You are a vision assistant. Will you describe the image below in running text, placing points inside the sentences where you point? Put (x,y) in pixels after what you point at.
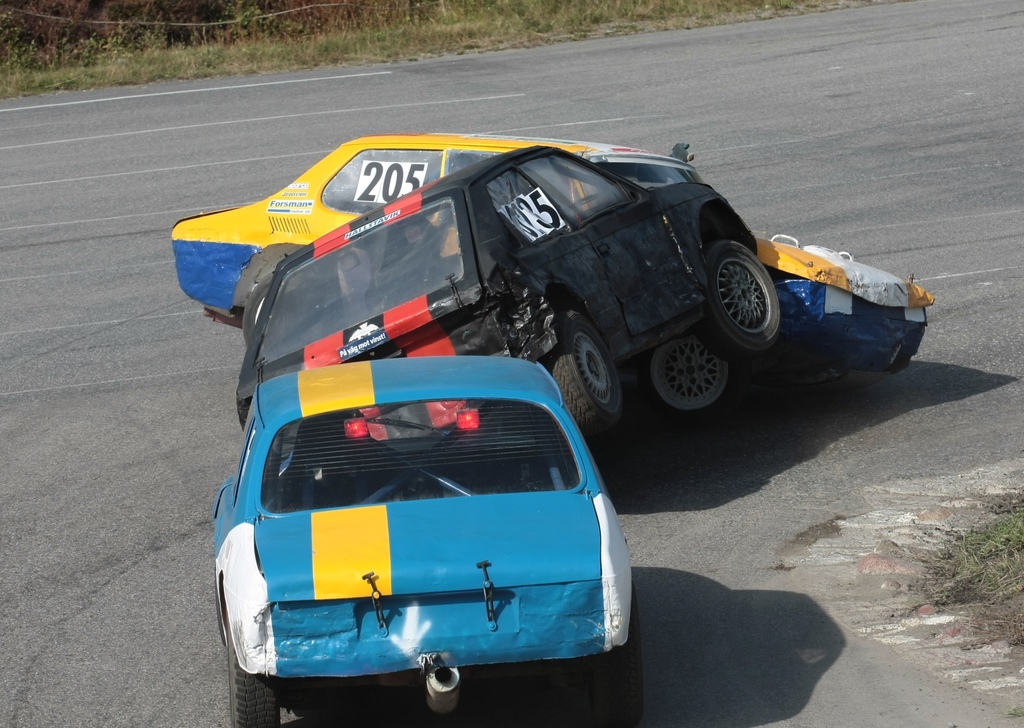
In this image there are three cars (372,242) on the road (174,151) which are crashing one another. In the background (506,38) there is grass (290,53) beside the road (168,105).
